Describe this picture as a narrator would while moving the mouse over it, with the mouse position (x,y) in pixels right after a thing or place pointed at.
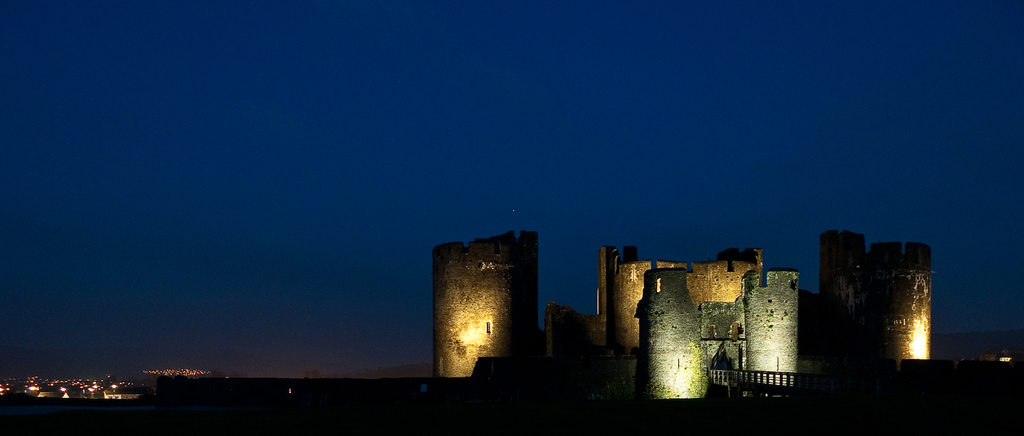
In this image we can see few buildings (436,327) and the sky (232,298) in the background (640,185).
